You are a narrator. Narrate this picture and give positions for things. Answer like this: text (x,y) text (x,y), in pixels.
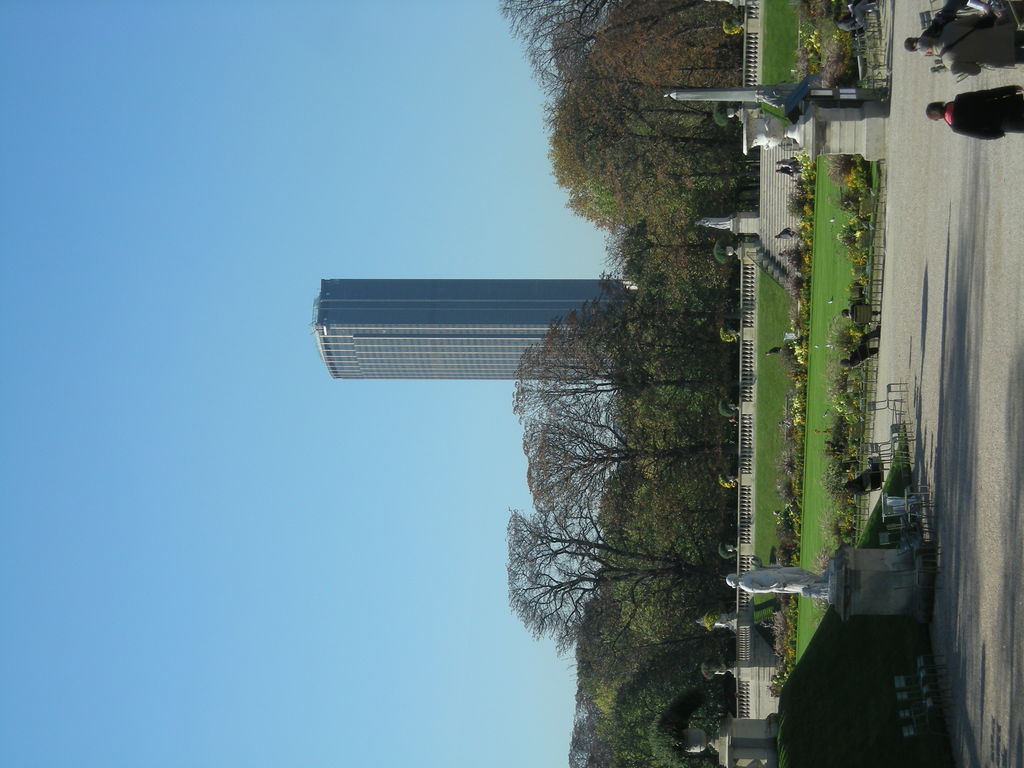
In the picture I can see statues (817,594), fence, trees (617,413), grass (813,491), people (1004,124) standing on the ground (1010,157), a building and some other objects (850,553). In the background (425,408) I can see the sky (468,413).
